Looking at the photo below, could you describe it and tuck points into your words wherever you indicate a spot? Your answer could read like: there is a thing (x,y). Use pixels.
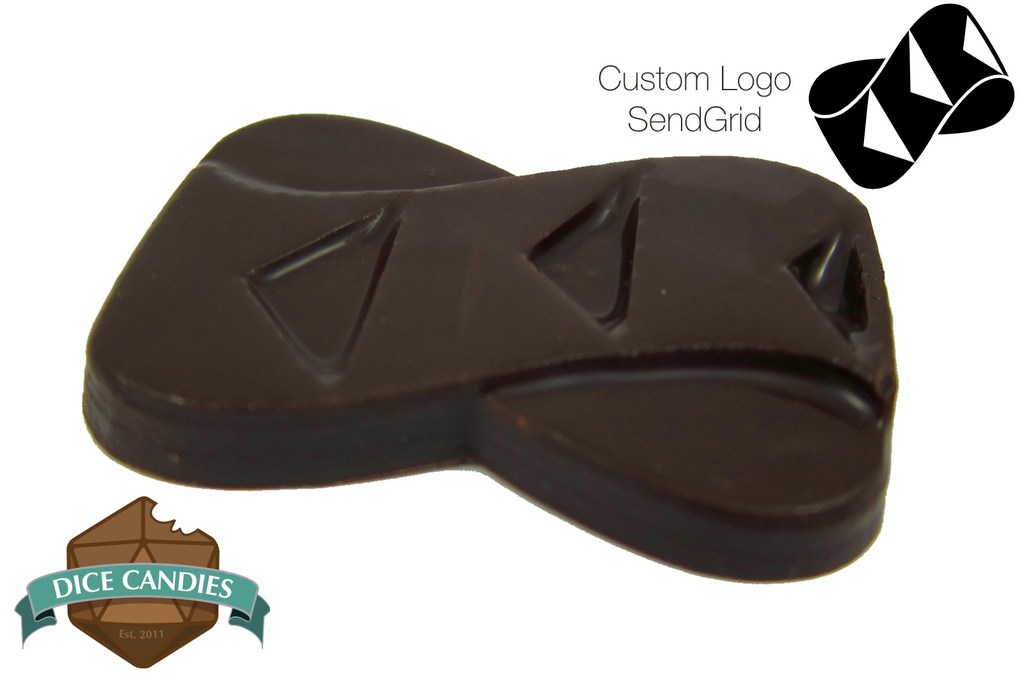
In this image, we can see a chocolate bar (525,389). On the right side (860,181) top and left side (126,557) bottom of the image (121,582), we can see logos (949,79) and some text (689,103).
